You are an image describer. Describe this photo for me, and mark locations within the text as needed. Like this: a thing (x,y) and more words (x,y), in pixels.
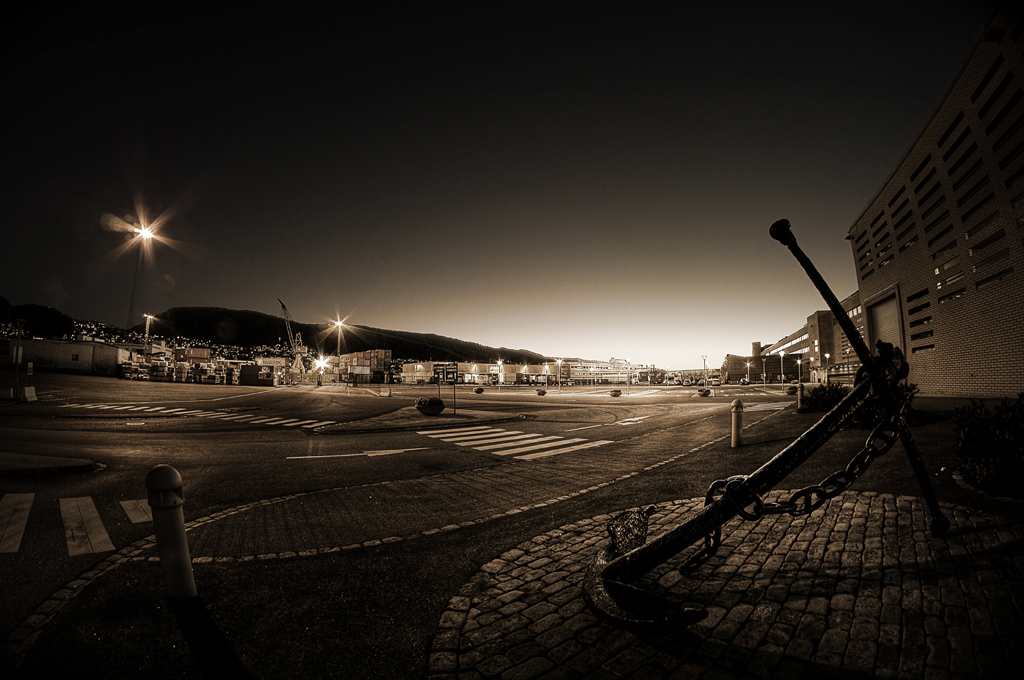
In the picture we can see lights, poles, boards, rods (624,565), chain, road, and buildings (775,364). In the background (418,203) there is sky (649,206).
